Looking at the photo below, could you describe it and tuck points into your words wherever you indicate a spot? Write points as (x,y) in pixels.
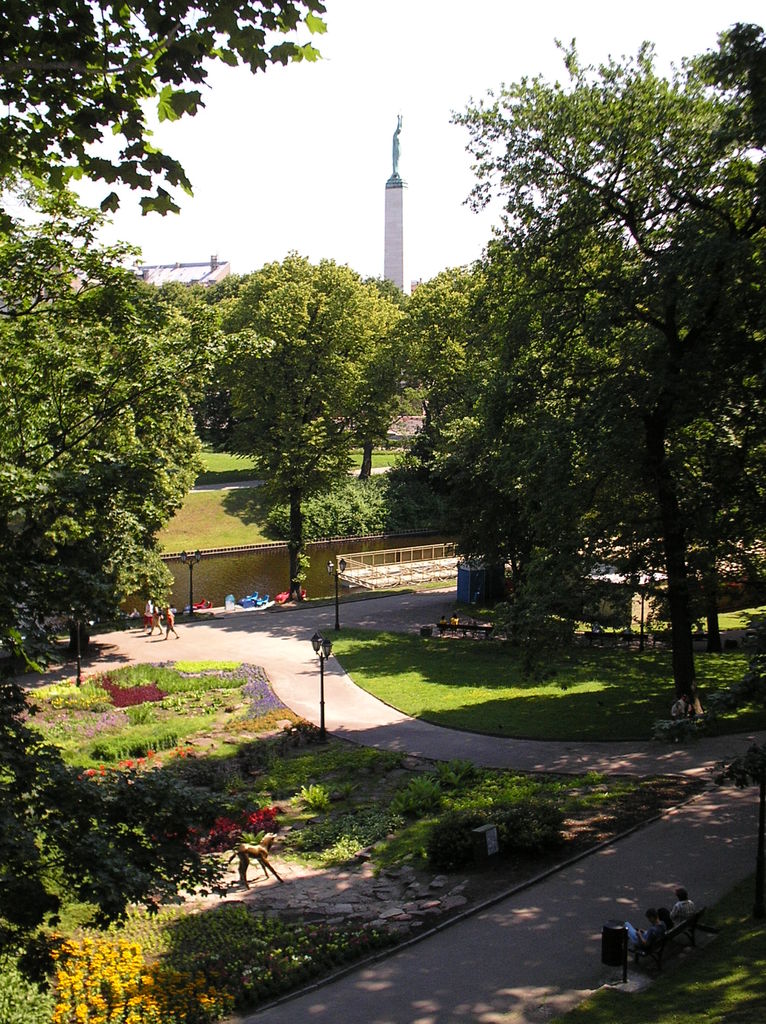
In this image we can see persons (668,912) sitting on the bench (681,945), bins (609,945), plants (341,816), shrubs (502,802), grass (505,698), trees (501,354), pillars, street poles (337,629), street lights (337,586), stones (462,895) and road (297,702).
